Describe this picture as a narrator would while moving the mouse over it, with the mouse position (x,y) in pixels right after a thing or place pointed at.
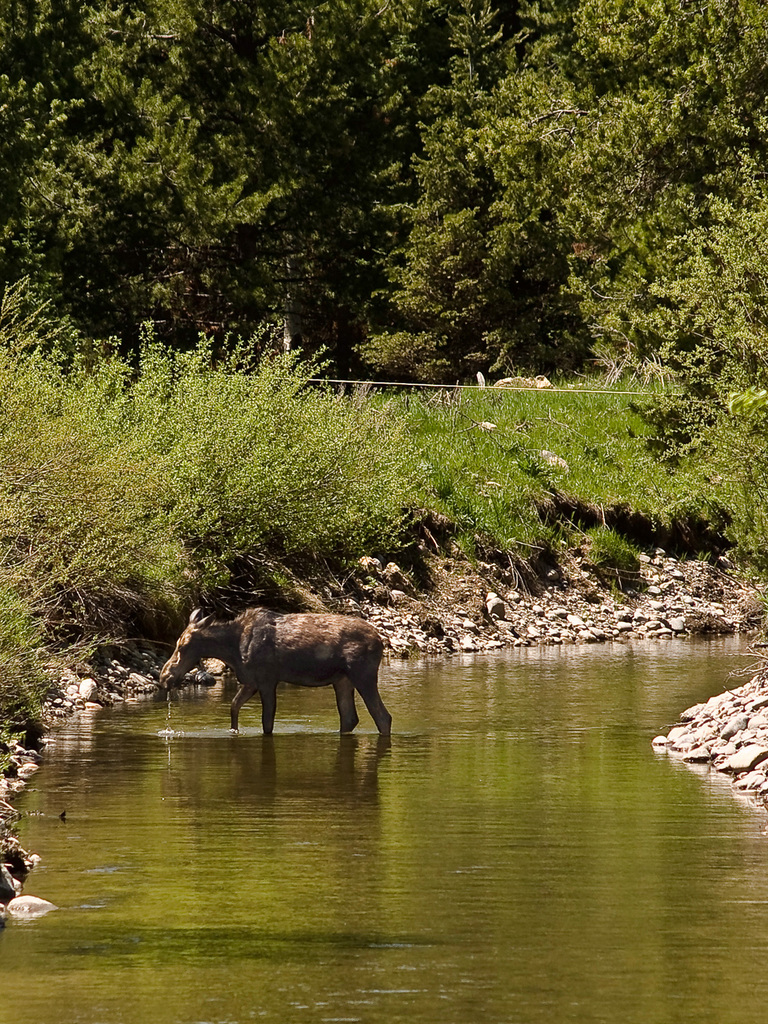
In this image there is an animal (255,646) standing in the middle of water (491,784), beside that there are so many plants (57,476) and trees (119,288).
